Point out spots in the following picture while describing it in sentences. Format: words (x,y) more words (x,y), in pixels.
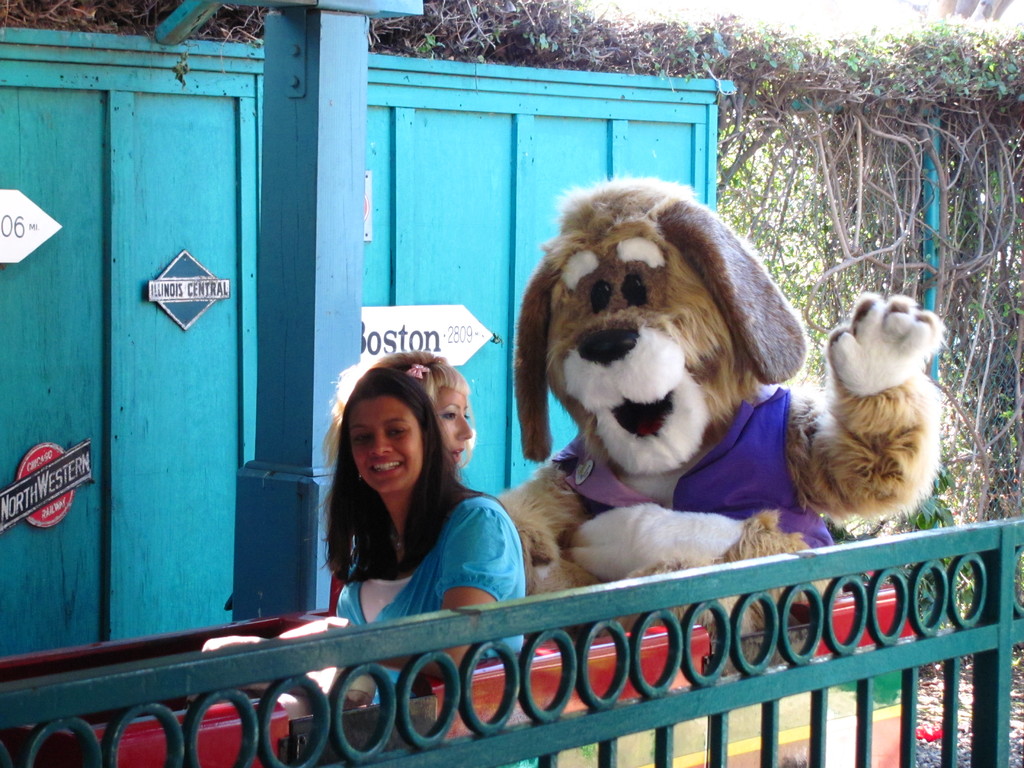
In this image, we can see a metal grill (980,735). In the middle of the image (379,452), we can see two women (455,509) sitting. On the right side (807,427), we can see a person (808,481) wearing a mask (671,314), trees (954,428), plants (957,273), pole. In the background (525,227), we can see a pillar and a blue color wall (595,171).
